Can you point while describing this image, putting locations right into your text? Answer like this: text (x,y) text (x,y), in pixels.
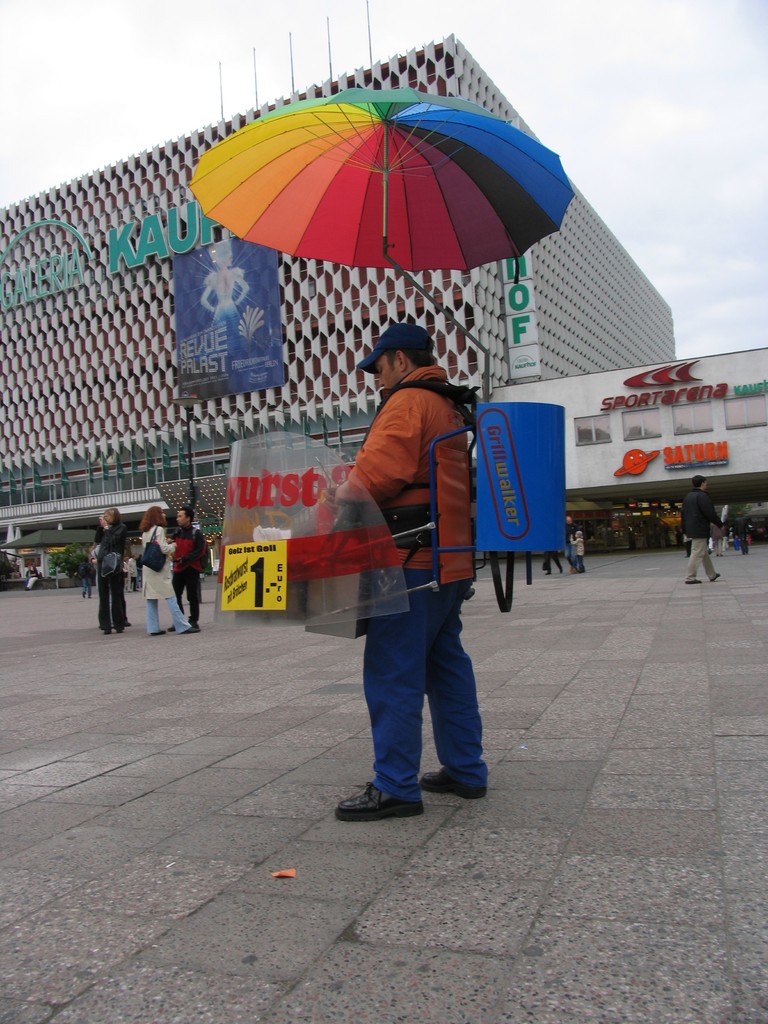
In this image we can see a person (408,448) wearing orange color jacket (398,459) blue color jeans (394,777) carrying umbrella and some tray (342,576) standing on the ground (345,766) and at the background of the image (82,514) there are some persons (117,534) standing there is building (75,330), showroom (593,461) and cloudy sky (591,62).
